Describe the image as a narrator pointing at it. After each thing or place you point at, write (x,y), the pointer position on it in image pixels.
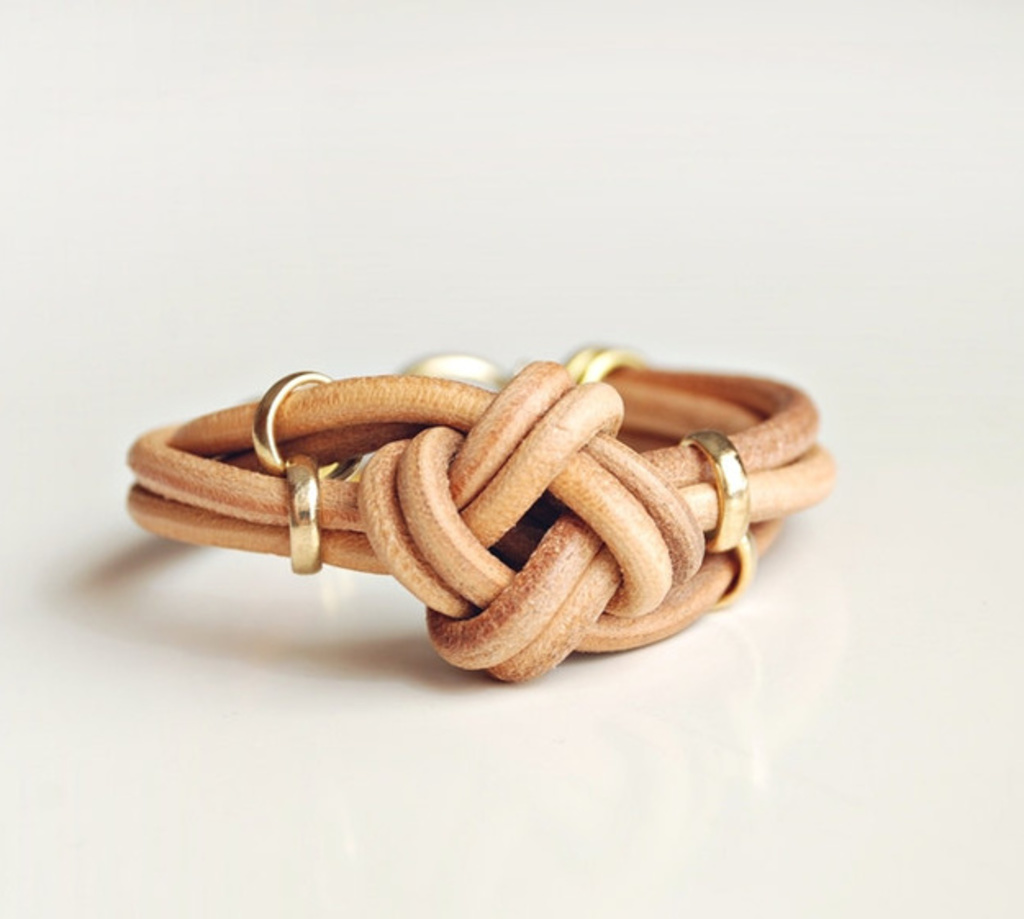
In this image I can see an object (531,383) in cream color and I can see the white color background (79,190).
